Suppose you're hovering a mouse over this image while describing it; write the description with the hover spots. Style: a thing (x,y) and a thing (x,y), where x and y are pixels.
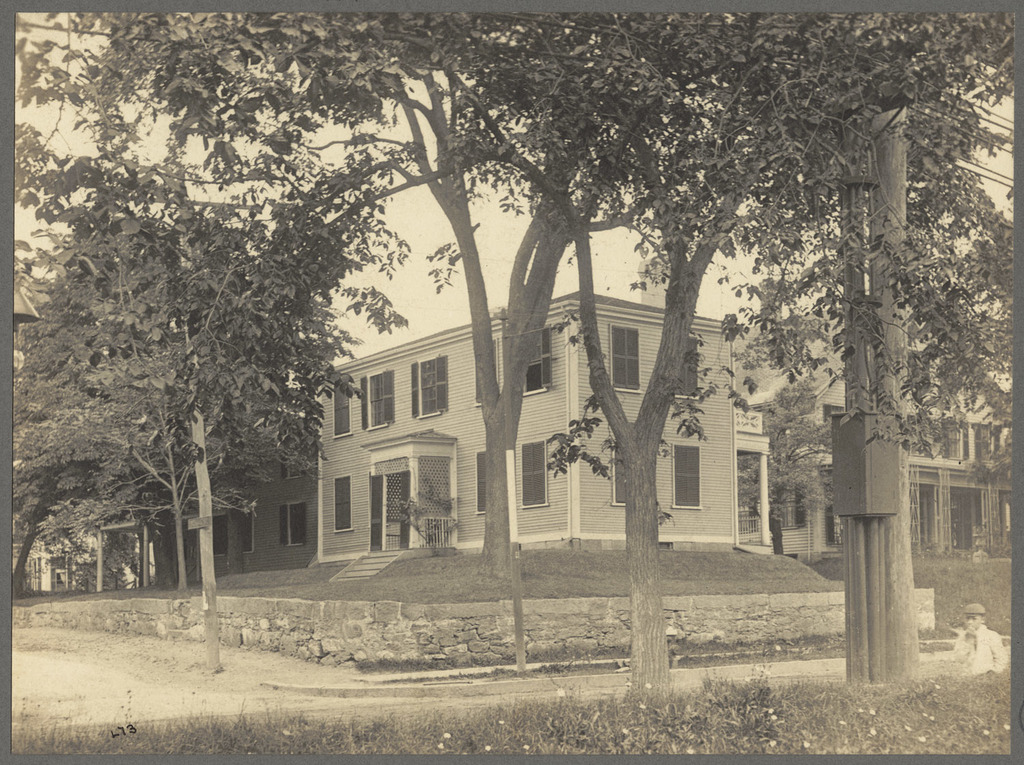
This is a black and white image. In this image we can see houses (548,405), trees (676,347). At the bottom of the image (564,736) there is grass (429,745).
